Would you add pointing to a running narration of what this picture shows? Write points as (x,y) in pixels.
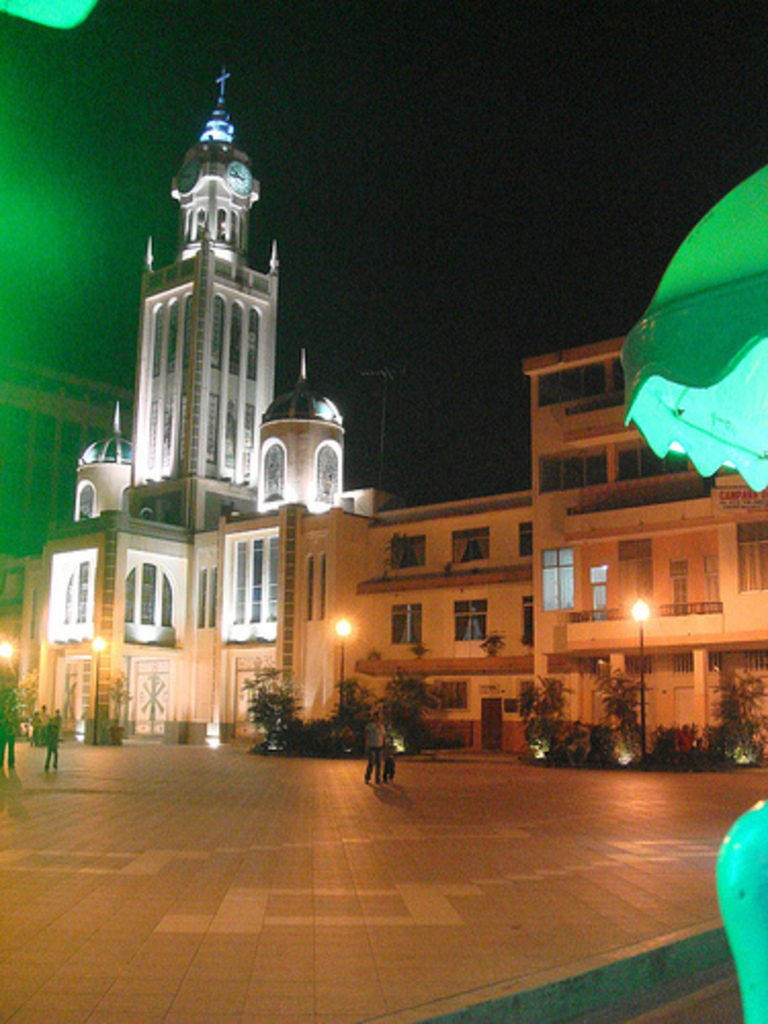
There are buildings (213,528) with windows (638,573), pillars (624,669), balcony (617,628) and arches (154,433). In front of the building (163,707) there are trees (265,711), street light poles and some people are there. In the background (392,230) it is dark. On the right side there is a green color thing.
